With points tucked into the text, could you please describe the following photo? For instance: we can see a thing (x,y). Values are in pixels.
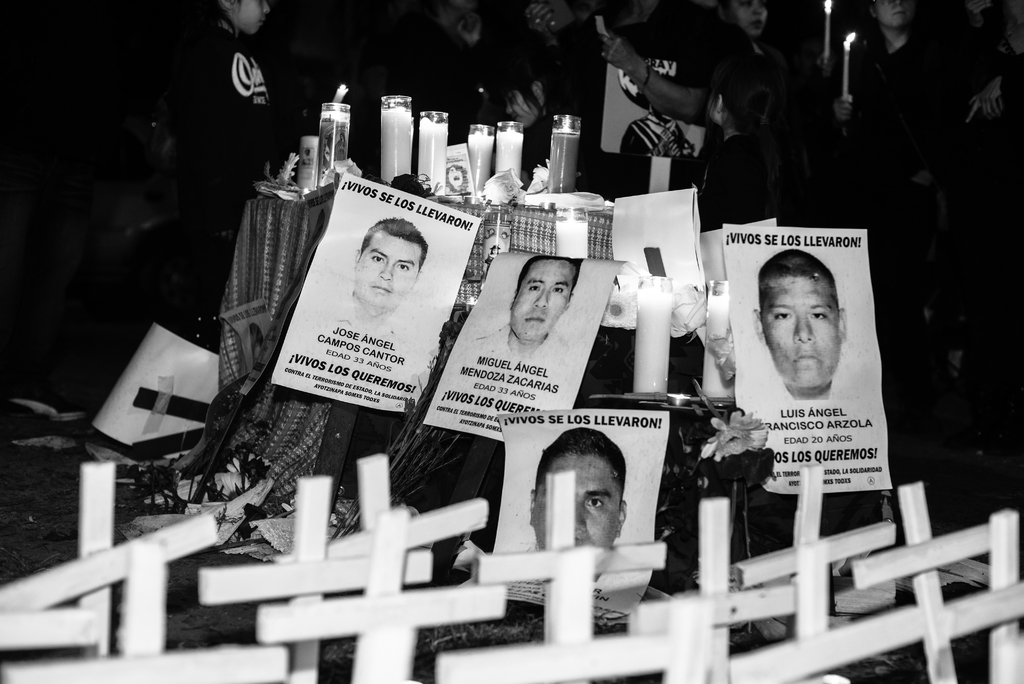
In this image there is a table (478,240) with so many candles (327,111) on it, in-front of them there are so many posters (396,203) with person faces (619,507), also there are some cross symbols (44,636) in-front of the posters (592,477) and behind the table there are so many people (575,6) standing holding candles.
